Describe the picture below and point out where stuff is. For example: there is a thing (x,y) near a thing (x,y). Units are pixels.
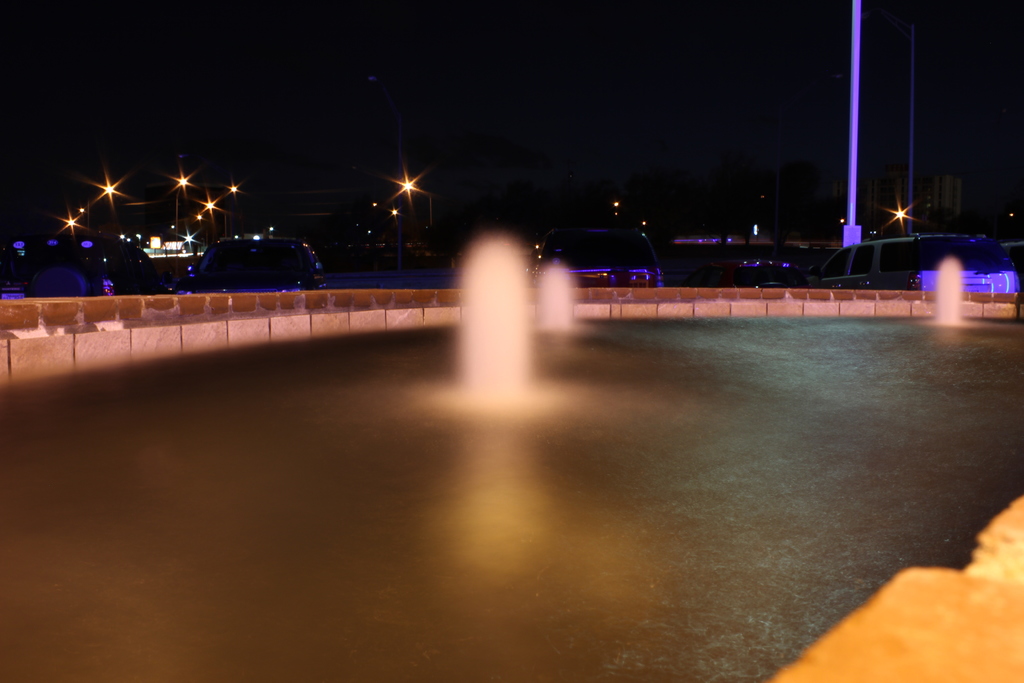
In this image, we can see the water (596,328) with some water jets (949,325). We can see the wall (137,317) and some vehicles (982,274). There are a few poles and lights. We can see an object (807,682) at the bottom right corner (790,672). We can see the sky (516,85).
